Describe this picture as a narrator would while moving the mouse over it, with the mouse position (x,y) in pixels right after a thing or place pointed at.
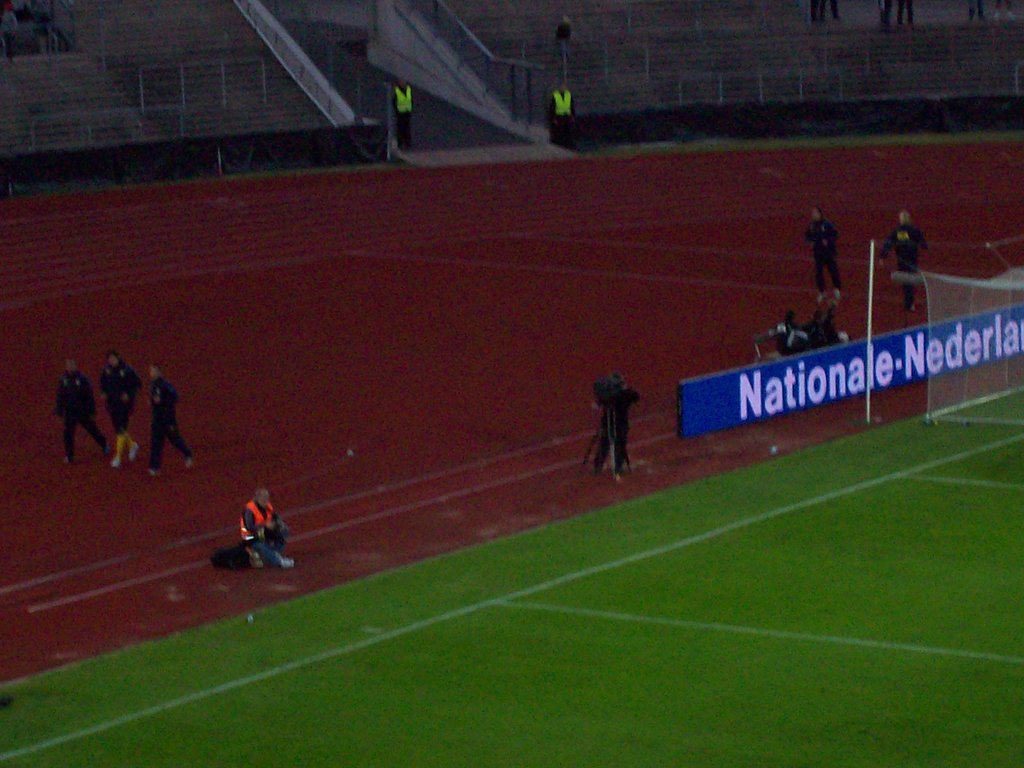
In the image there is a playground (777,763), behind the ground (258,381) there are few people (834,255) and a banner (752,373) and in the background (97,55) there is an empty stadium (521,61) with some people (566,44).
